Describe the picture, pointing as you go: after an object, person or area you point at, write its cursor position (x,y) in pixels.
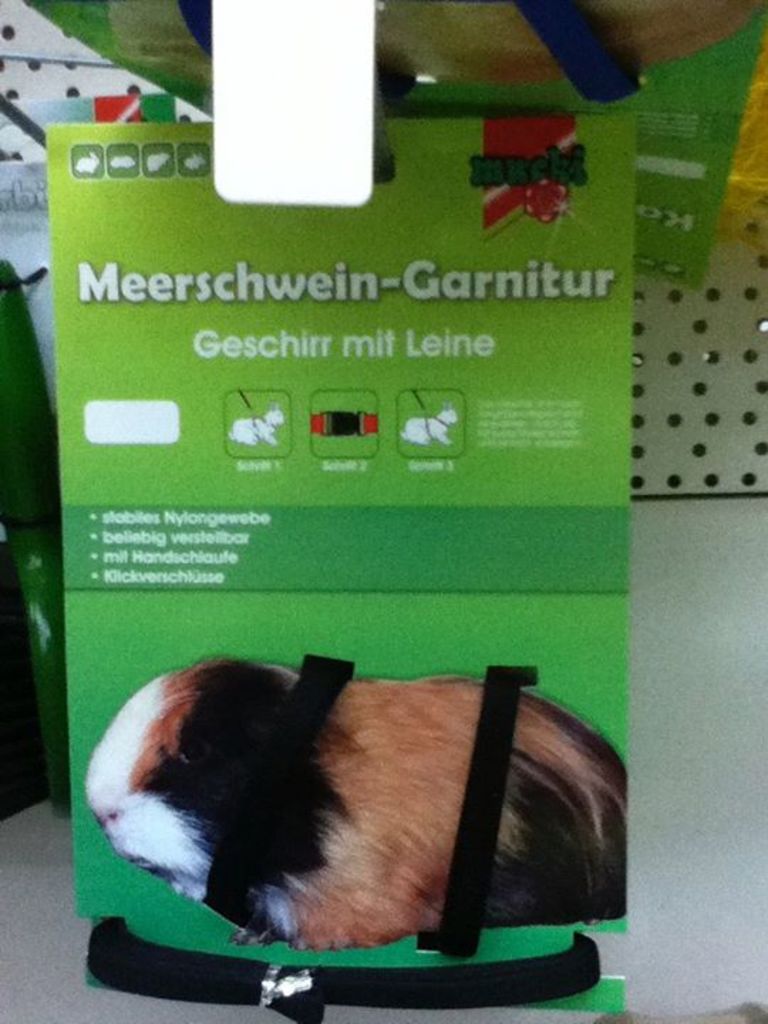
In this image we can see an advertisement board (433,601), wall (707,413) and floor (83,961).
